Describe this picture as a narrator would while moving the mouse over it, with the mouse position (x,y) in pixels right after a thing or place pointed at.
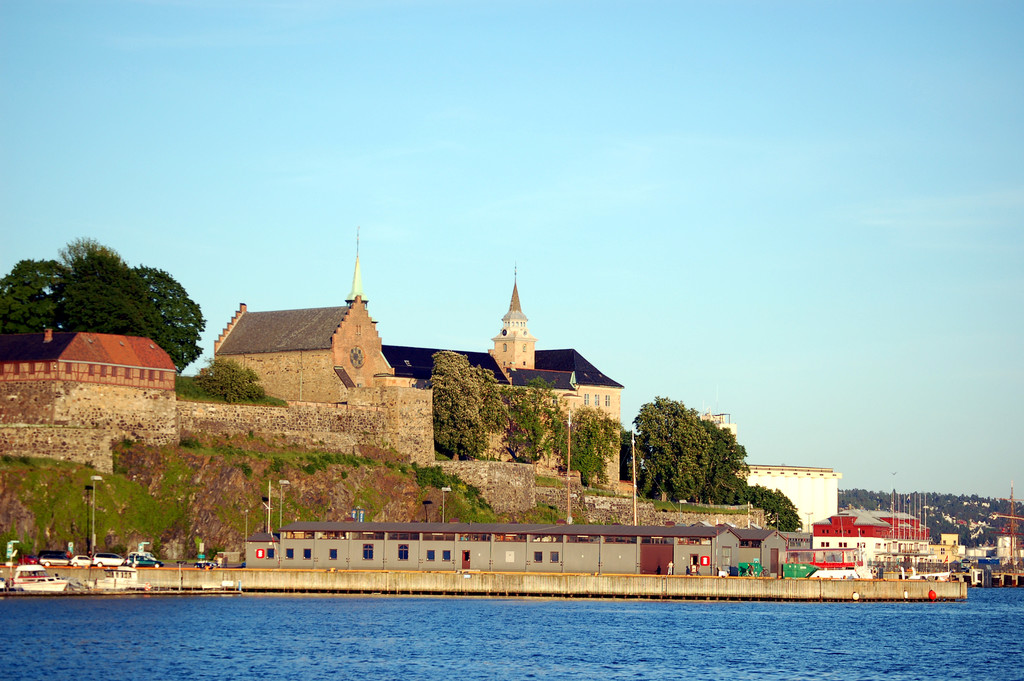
At the bottom of the image (475,651) there is water (494,650). In the middle of the image (378,441) there are some vehicles (40,558) and poles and trees (505,441) and buildings (517,364). At the top of the image (453,23) there are some clouds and sky (140,21).
